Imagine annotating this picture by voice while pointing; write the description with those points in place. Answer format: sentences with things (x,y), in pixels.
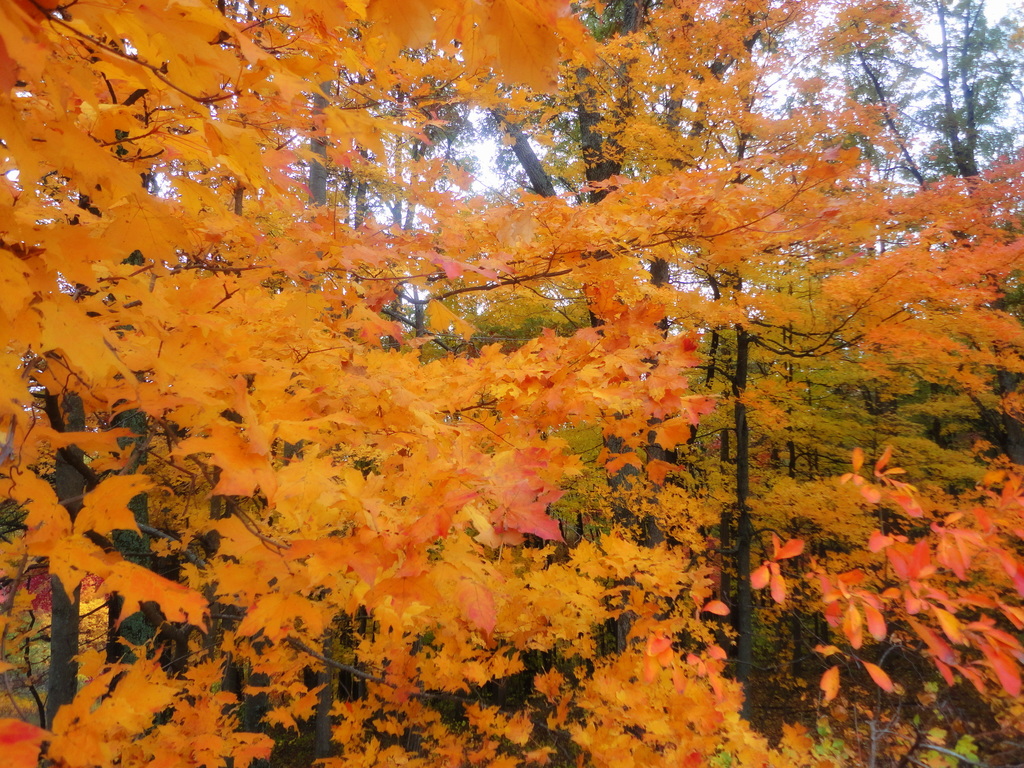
In the picture we can see some trees (557,564) with maple leaves (365,564) which are yellow, orange in color and behind it we can see some other trees (525,166) and from it we can see a part of sky (479,161).
